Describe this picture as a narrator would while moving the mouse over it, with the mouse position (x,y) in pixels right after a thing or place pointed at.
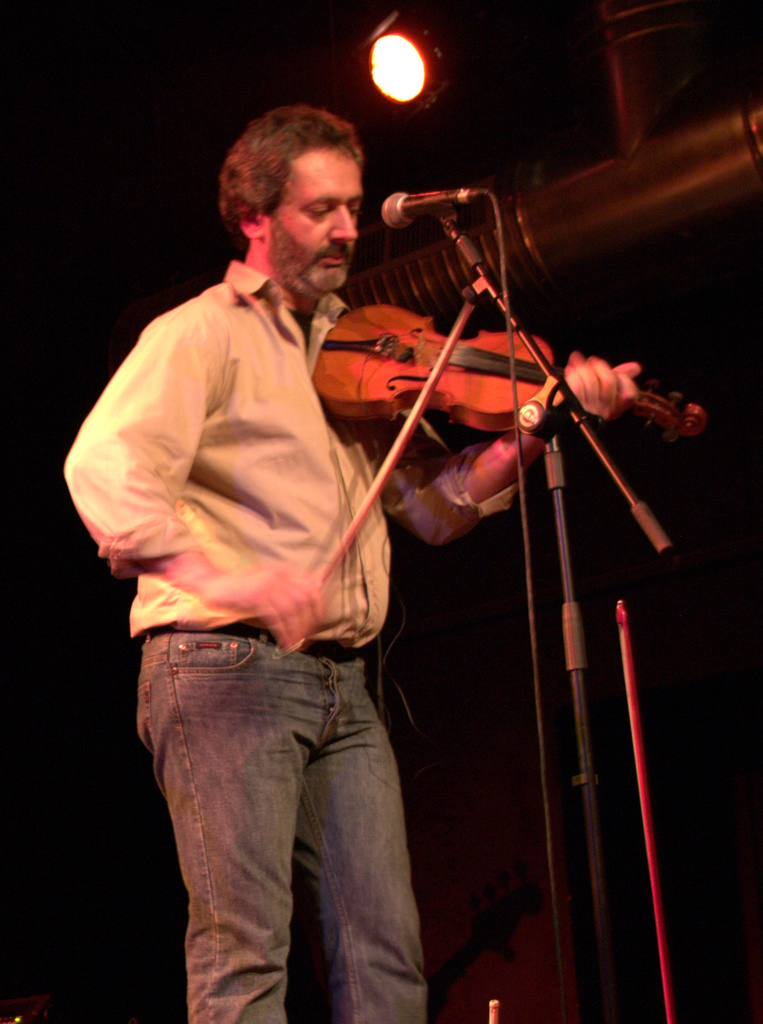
In this picture I can see a man (211,470) standing and playing a violin (500,379) and I can see a microphone (406,212) and a light (408,74) and I can see dark background (50,56).
